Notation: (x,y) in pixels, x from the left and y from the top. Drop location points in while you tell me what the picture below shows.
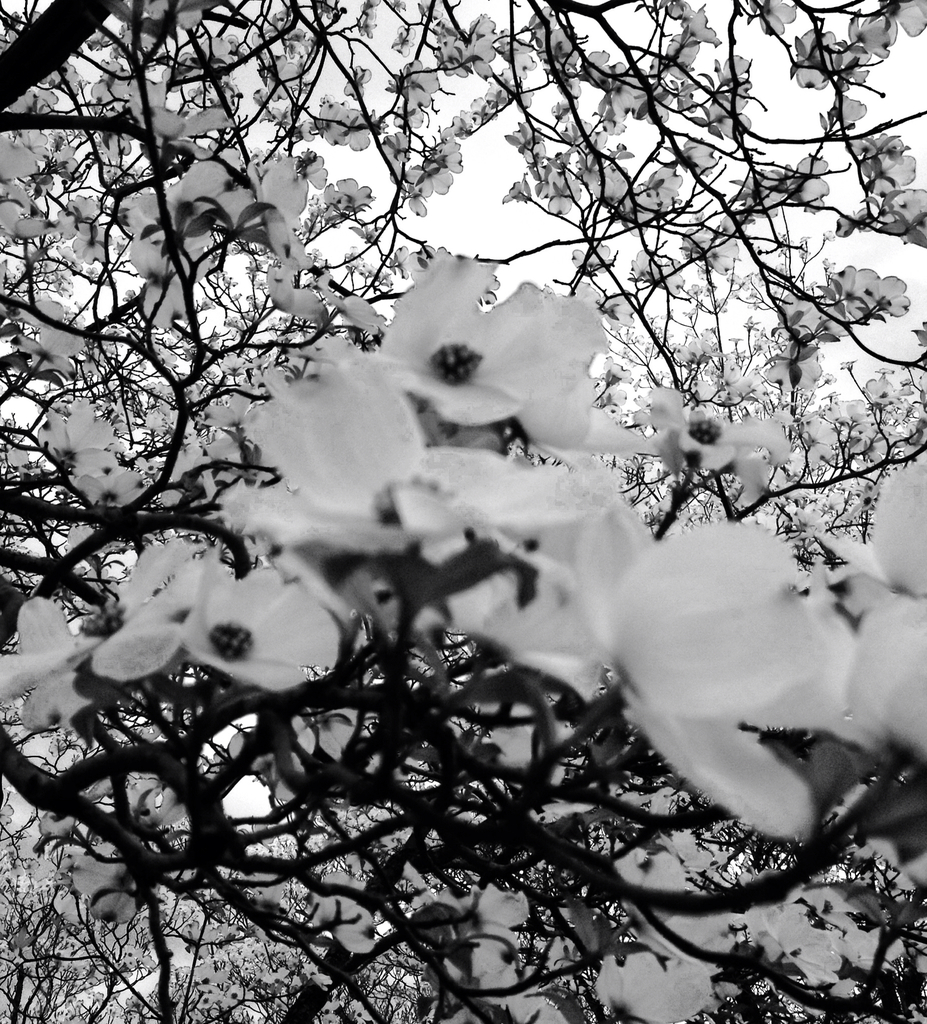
In the image there are flower plants (591,199) and this is a black and white picture.
